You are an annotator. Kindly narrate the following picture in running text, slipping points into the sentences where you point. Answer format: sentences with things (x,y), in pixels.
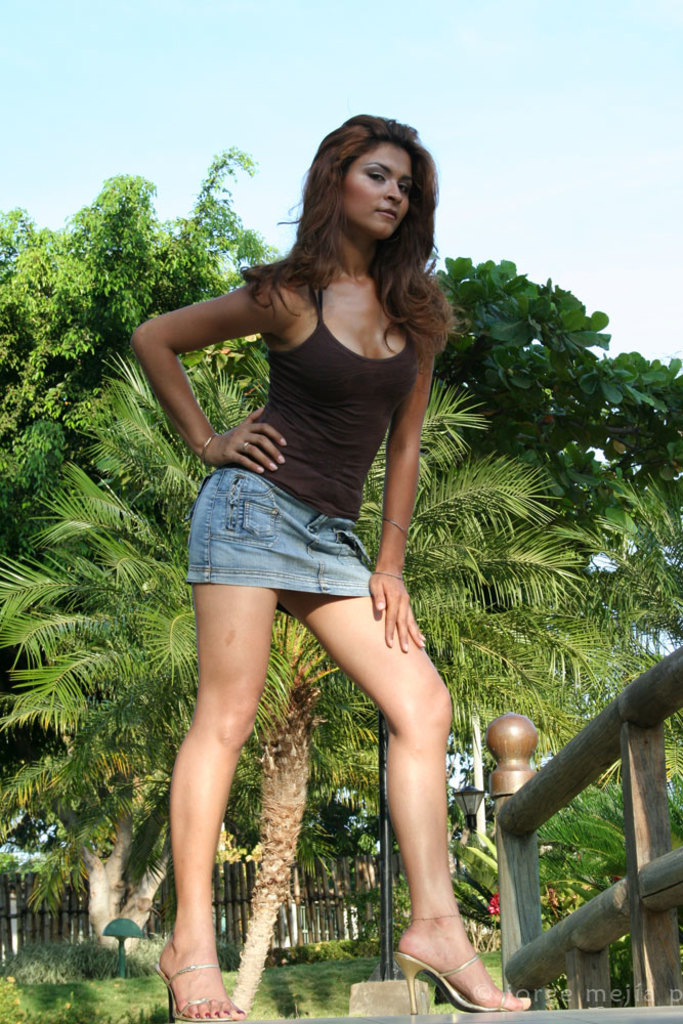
In front of the image there is a person (272,464) standing. Behind her there is a pole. There is a wooden fence (653,858). There is a light pole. In the background of the image (52,974) there are plants (484,884), trees (96,273) and sky (380,63). There is some text (638,1000) at the bottom of the image (616,995).
